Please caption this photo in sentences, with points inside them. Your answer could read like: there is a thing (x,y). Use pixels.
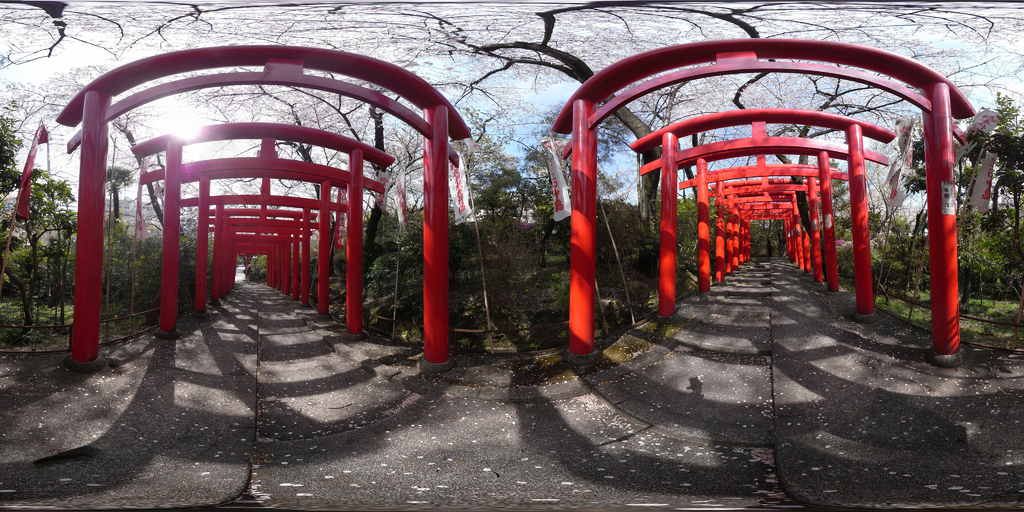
I see that this is a panorama image and I see there are number of red color rods (700,185) and I see the flags (400,192). I can also see the path (767,323). In the background (976,93) I see the trees (1018,152) and the sky (1005,47) and I see the sun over here.
